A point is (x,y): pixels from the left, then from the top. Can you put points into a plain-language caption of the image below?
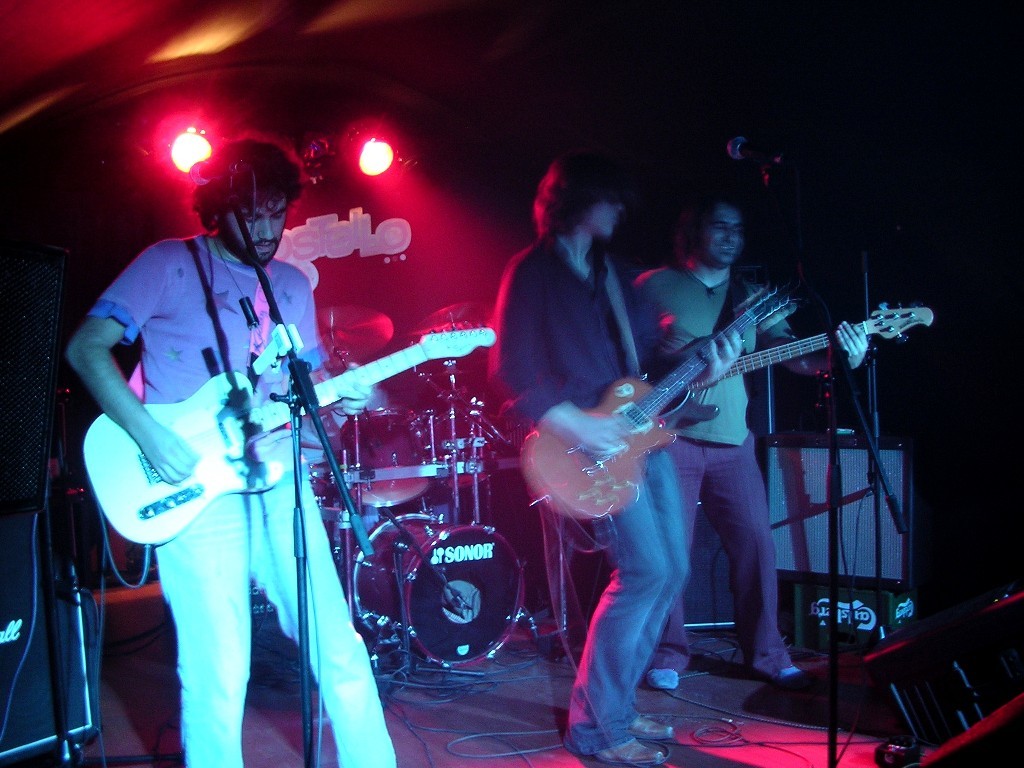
In this image we can see three people (708,362) are standing on the stage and playing the guitar (561,462) in their hands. There is a drum set (437,491) in the background (397,540).
